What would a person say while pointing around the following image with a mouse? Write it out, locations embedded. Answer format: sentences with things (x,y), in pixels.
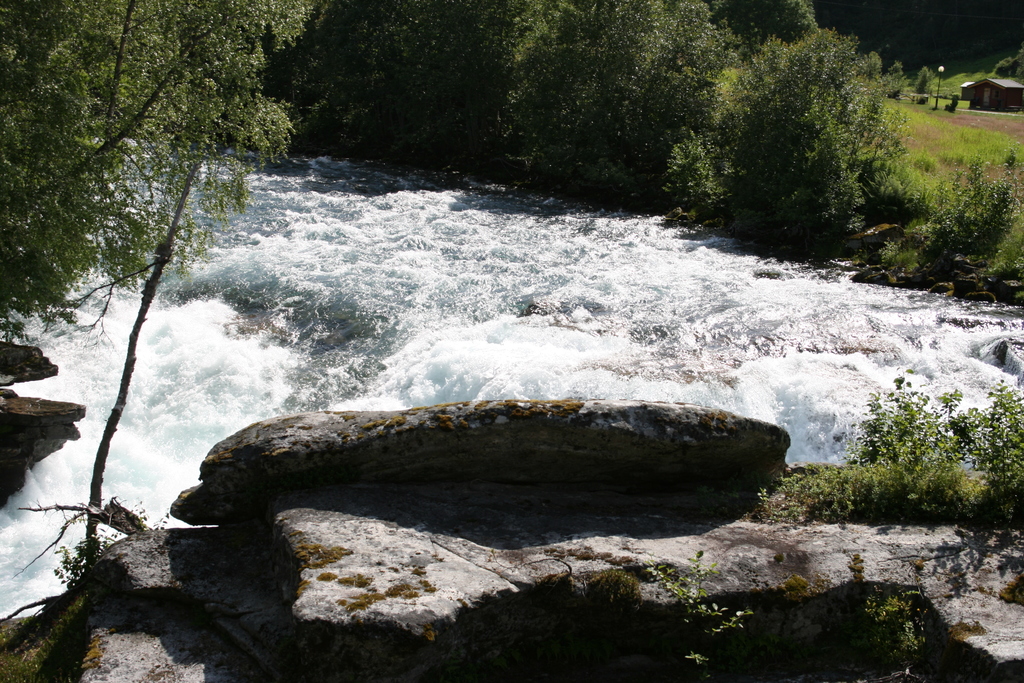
In this image we can see flowing water (403,390), rocks (923,536), trees (955,239), plants (712,201), also we can see a pole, and a house (987,98).
